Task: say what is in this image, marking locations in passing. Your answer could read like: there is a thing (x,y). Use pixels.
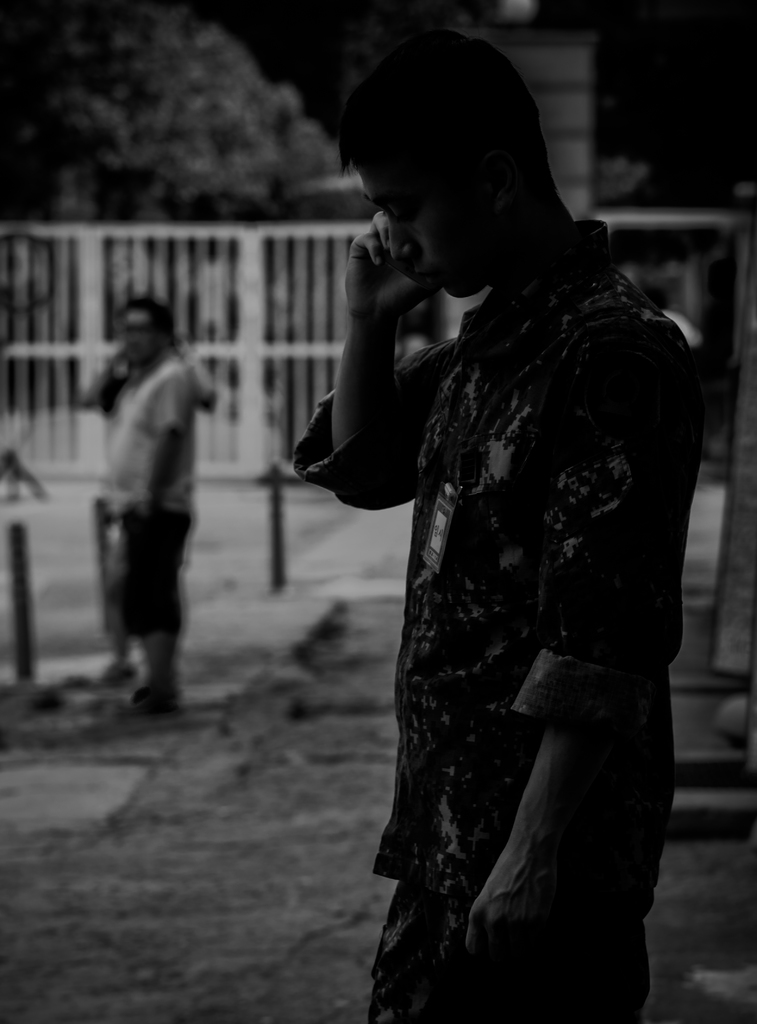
In this image we can see a man (655,413) standing. In the background (183,443) we can see the person (160,454) standing on the path (23,835). We can also see the fence (88,290), pillar (562,58) and also the trees (162,118) and it is a black and white image.
